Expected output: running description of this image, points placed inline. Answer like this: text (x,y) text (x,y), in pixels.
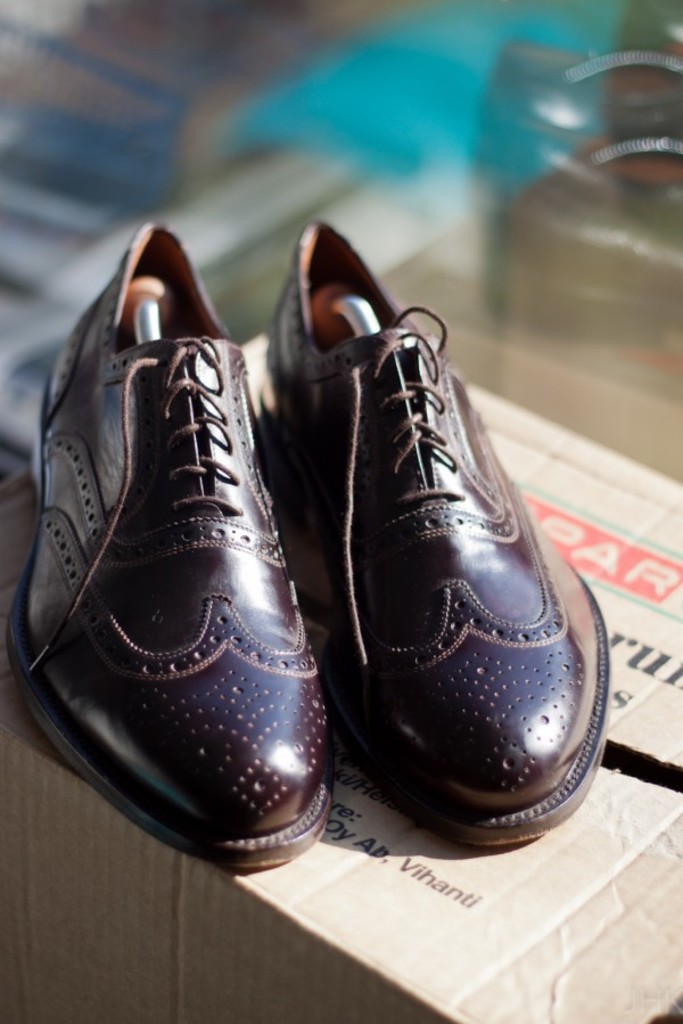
In this image we can see a pair of shoes (248,641) on the carton box (329,836) and the background (407,85) is blurred.
